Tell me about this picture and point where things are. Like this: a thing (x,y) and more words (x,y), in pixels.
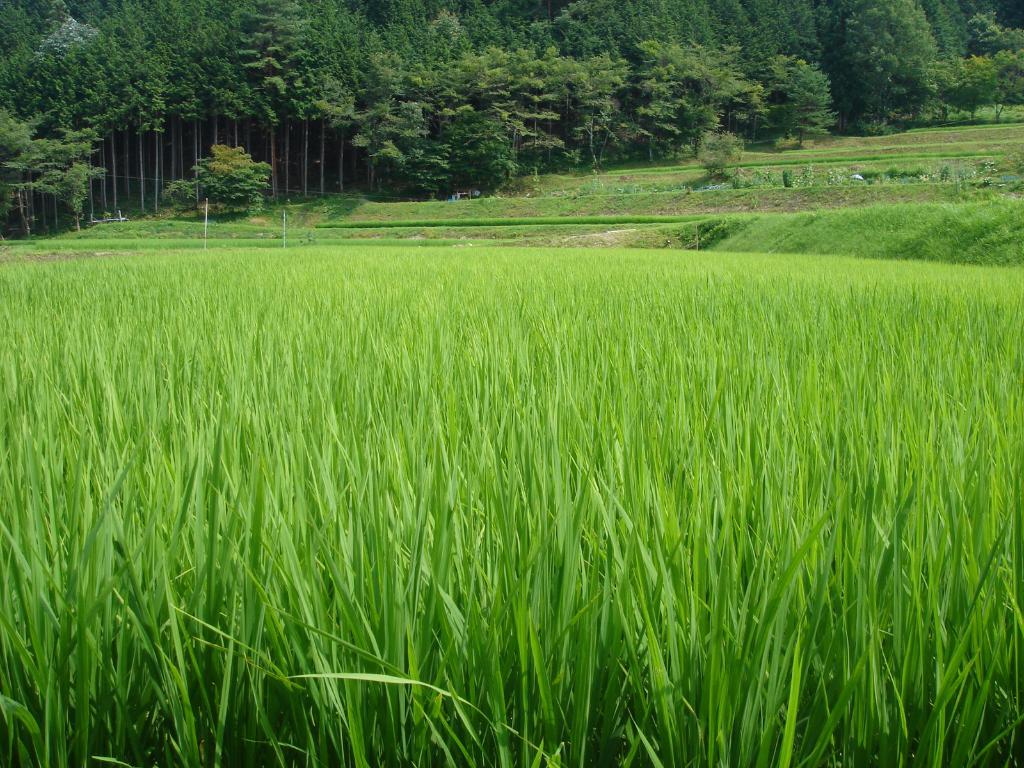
In this picture we can see the fields (500,285). At the top of the image (497,84) we can see the trees (497,70).
